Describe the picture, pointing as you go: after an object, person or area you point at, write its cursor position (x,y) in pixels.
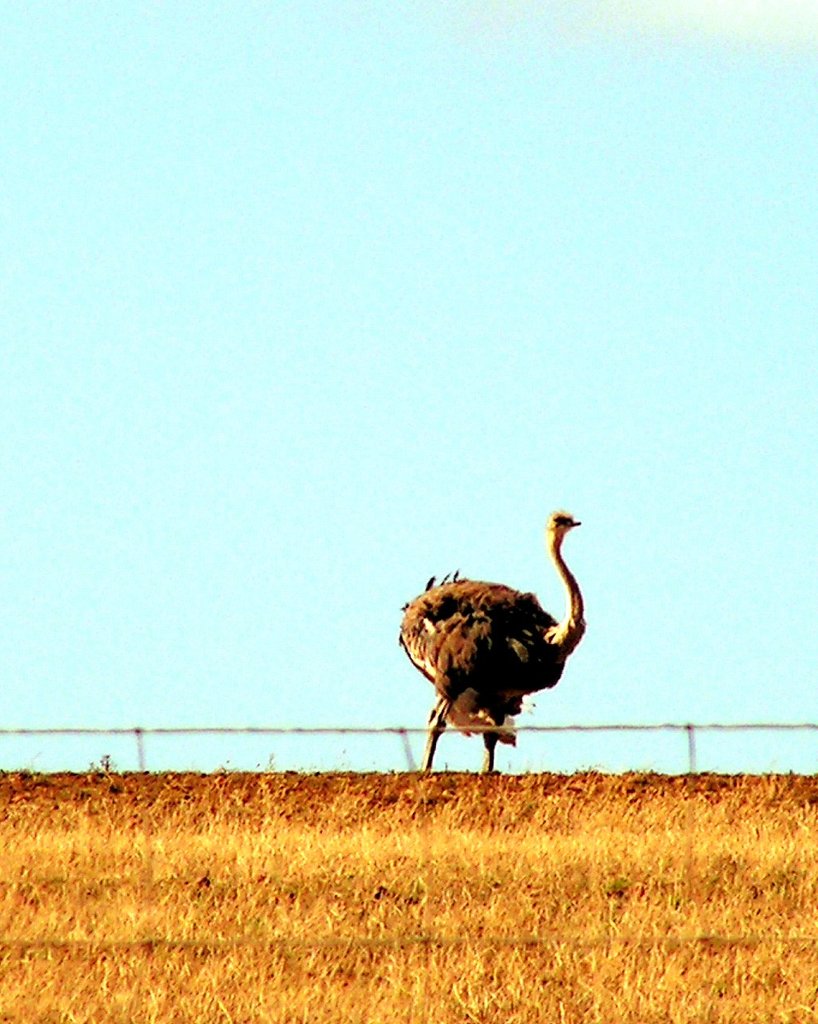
In this picture we can see grass (601,911) at the bottom (125,857), there is an ostrich (485,657) standing in the middle (534,650), we can see the sky (483,219) in the background (480,219).
